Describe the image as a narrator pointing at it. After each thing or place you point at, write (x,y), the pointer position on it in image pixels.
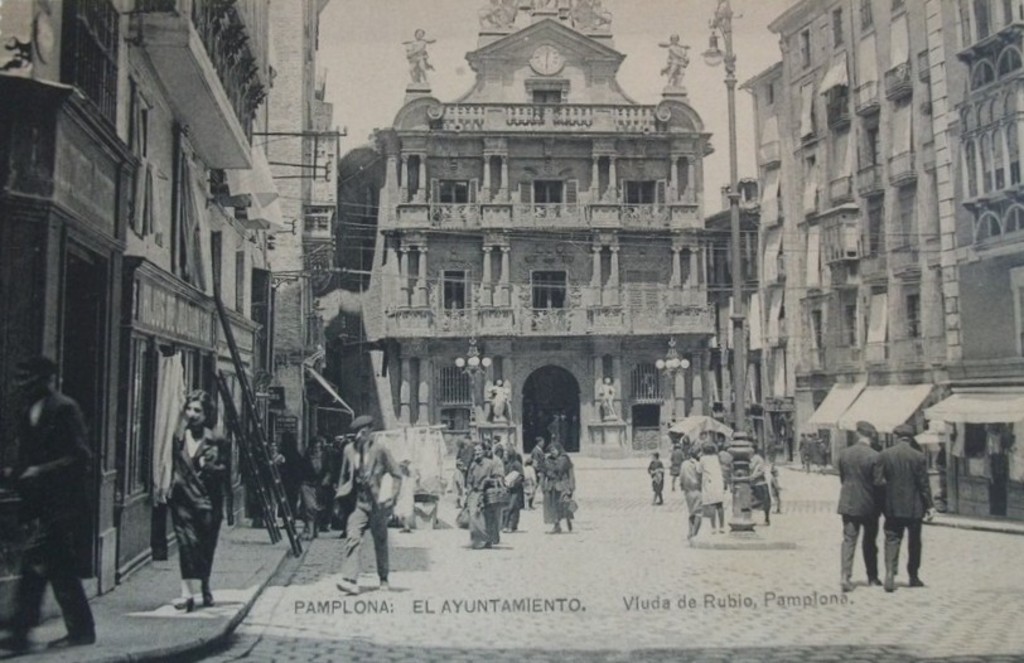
In this image I can see an old photograph (449,528) in which I can see the ground (584,578), few persons (650,473) standing, the sidewalk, few ladders (232,419), few poles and few buildings (621,316). On the buildings (839,184) I can see few statues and a clock (534,59). In the background (447,30) I can see the sky (644,67).
